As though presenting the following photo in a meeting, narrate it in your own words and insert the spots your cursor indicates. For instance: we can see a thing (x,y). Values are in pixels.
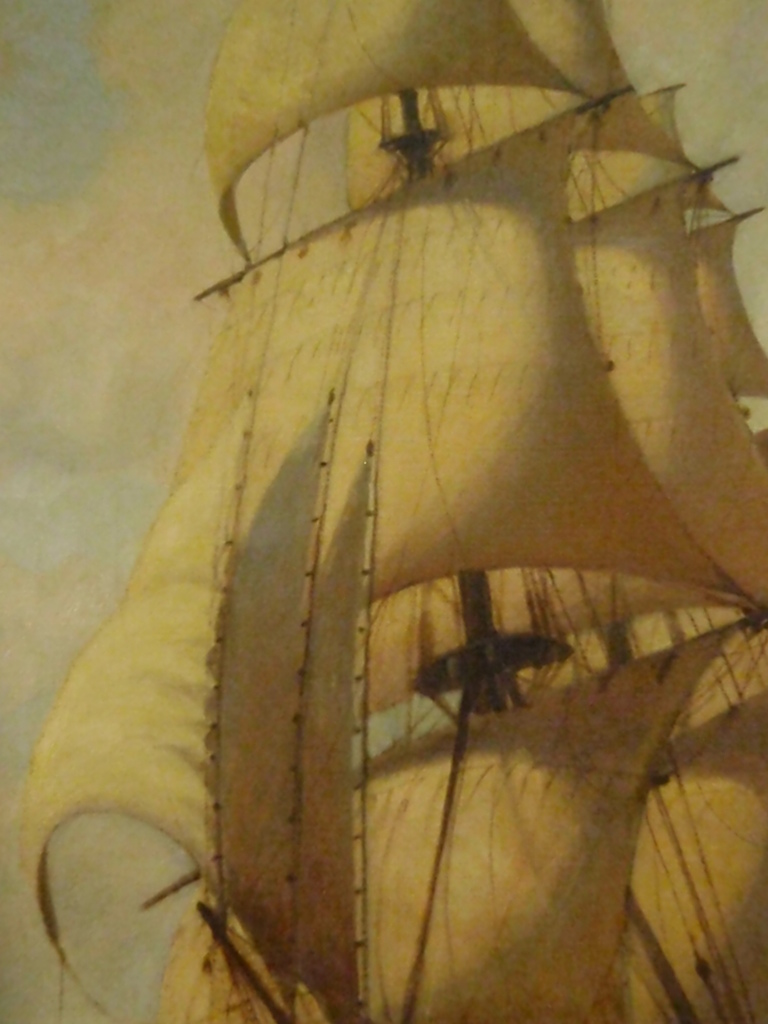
In this picture I can see there is a ship (327,564) and it is sailing and the sky (69,383) is cloudy.
